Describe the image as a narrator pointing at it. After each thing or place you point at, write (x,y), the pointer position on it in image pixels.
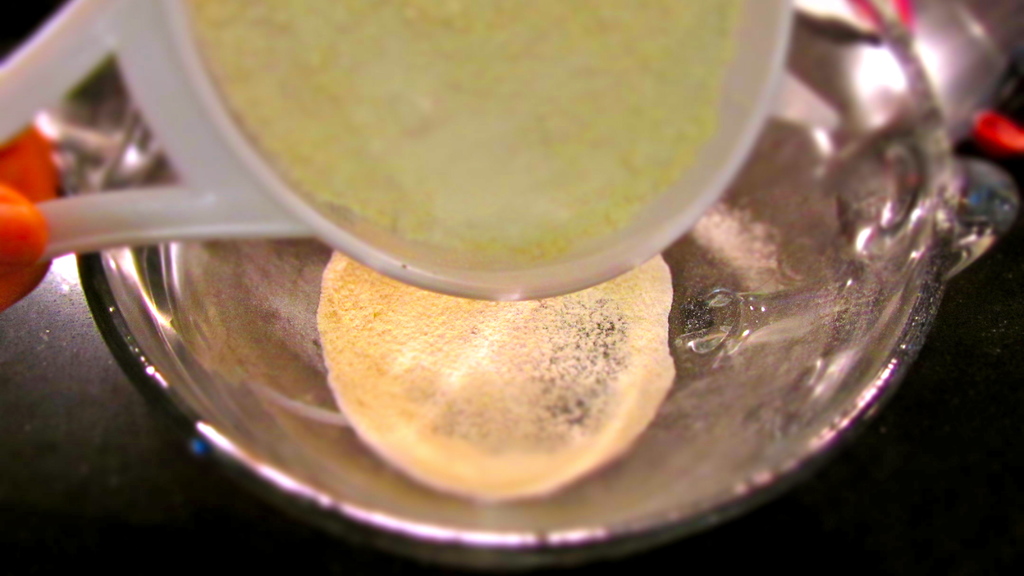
In this picture, we see the glass bowl (751,362) containing the powder (474,375) is placed on the table (17,377). On the left side (9,198), we see the hands (25,169) of the person (49,183) holding a white bowl (207,187). This picture is blurred in the background (978,157). At the bottom (848,494), it is black in color.
